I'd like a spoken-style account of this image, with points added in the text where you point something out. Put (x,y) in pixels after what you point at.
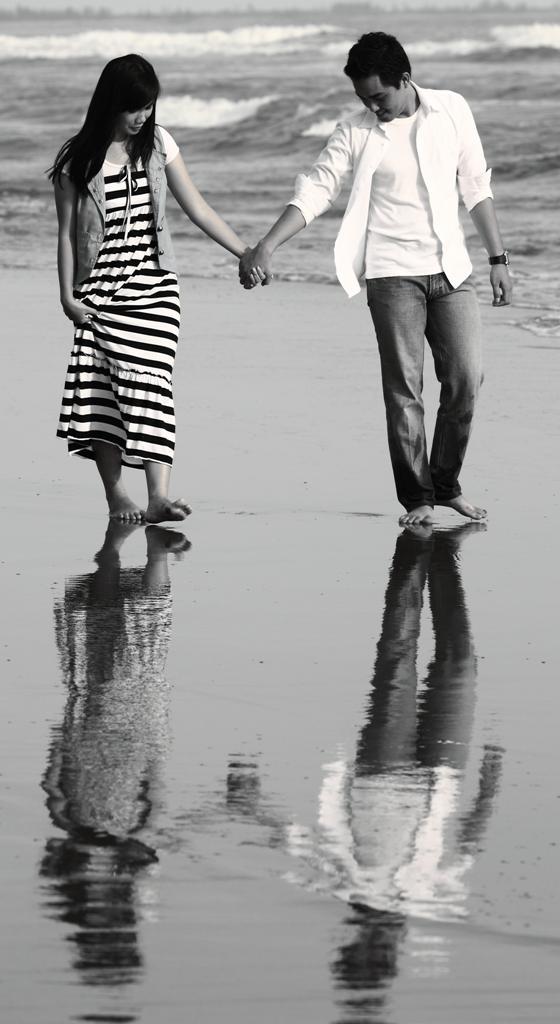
In this image I can see sea (330,228) at the top (530,138), there are two persons (165,479) visible holding hands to each other, walking in front of sea shore (201,683).
